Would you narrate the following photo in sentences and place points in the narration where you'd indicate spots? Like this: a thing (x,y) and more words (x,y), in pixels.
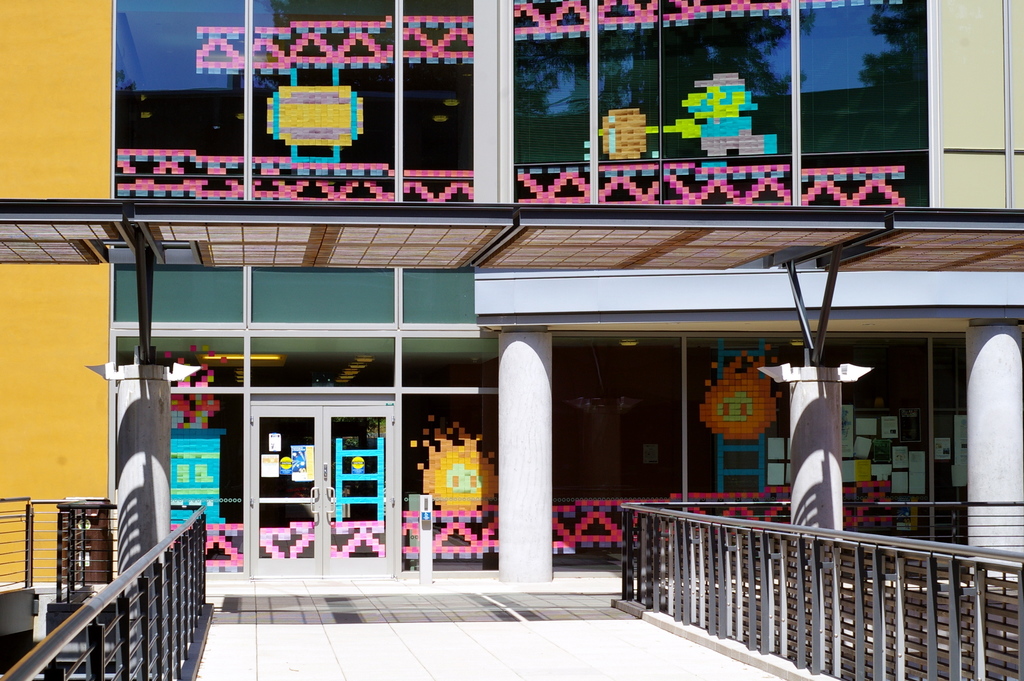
In this image there is a building (346,271). On both sides there are boundaries (778,565). This is a path (557,615). On the wall (379,99) colorful designs (355,129) are there.
